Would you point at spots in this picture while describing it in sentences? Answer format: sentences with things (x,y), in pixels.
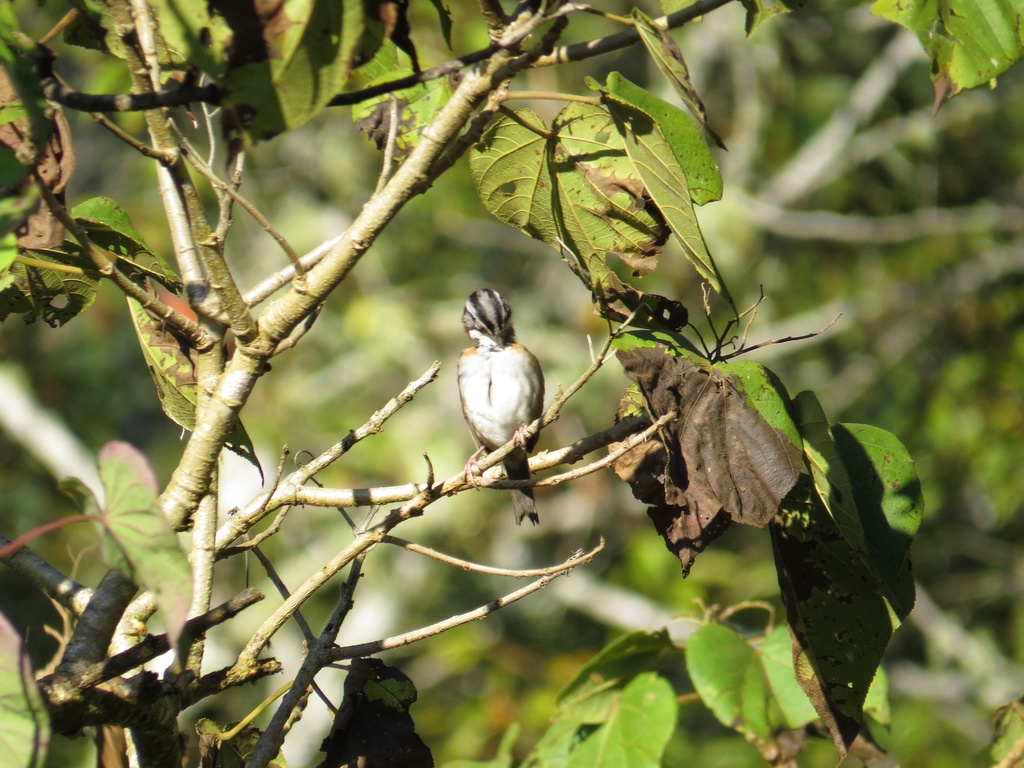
In this image we can see a bird (501,381) on the tree (40,527).
